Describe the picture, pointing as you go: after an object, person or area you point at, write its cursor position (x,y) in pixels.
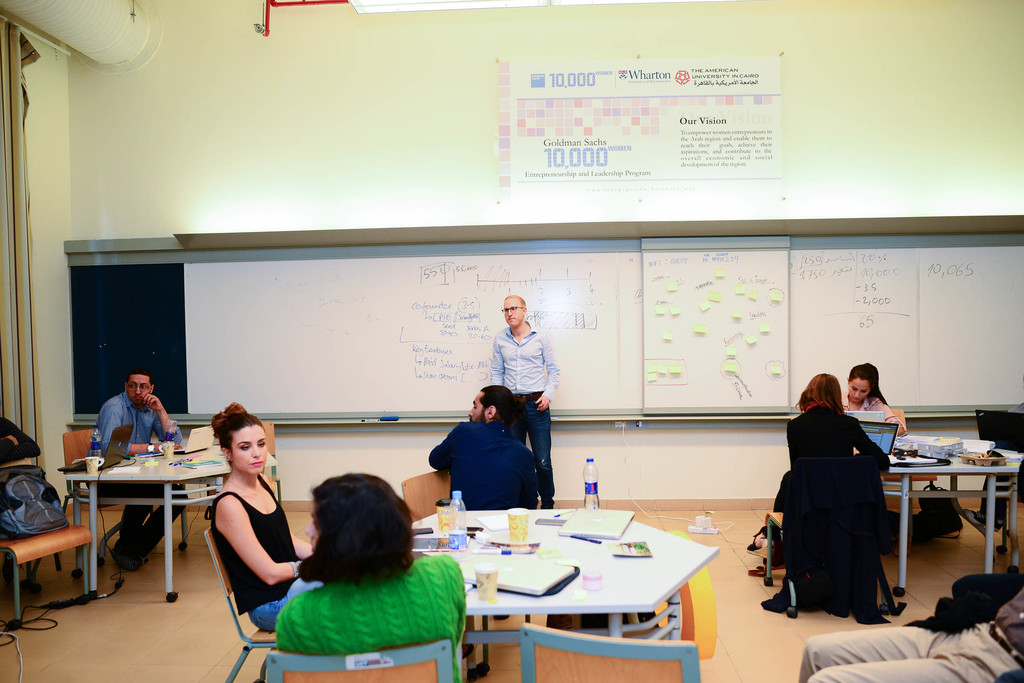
It is a room (565,590) there are lot of tables (610,586) and some people (374,566) are sitting around the tables (586,554), on the tables (566,547) there are books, pens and bottles (456,517) in the background (275,315) there is a person (513,304) standing and behind them there is a whiteboard (846,278) above it there is a banner (578,110) and there is a wall (358,101) of cream color.
